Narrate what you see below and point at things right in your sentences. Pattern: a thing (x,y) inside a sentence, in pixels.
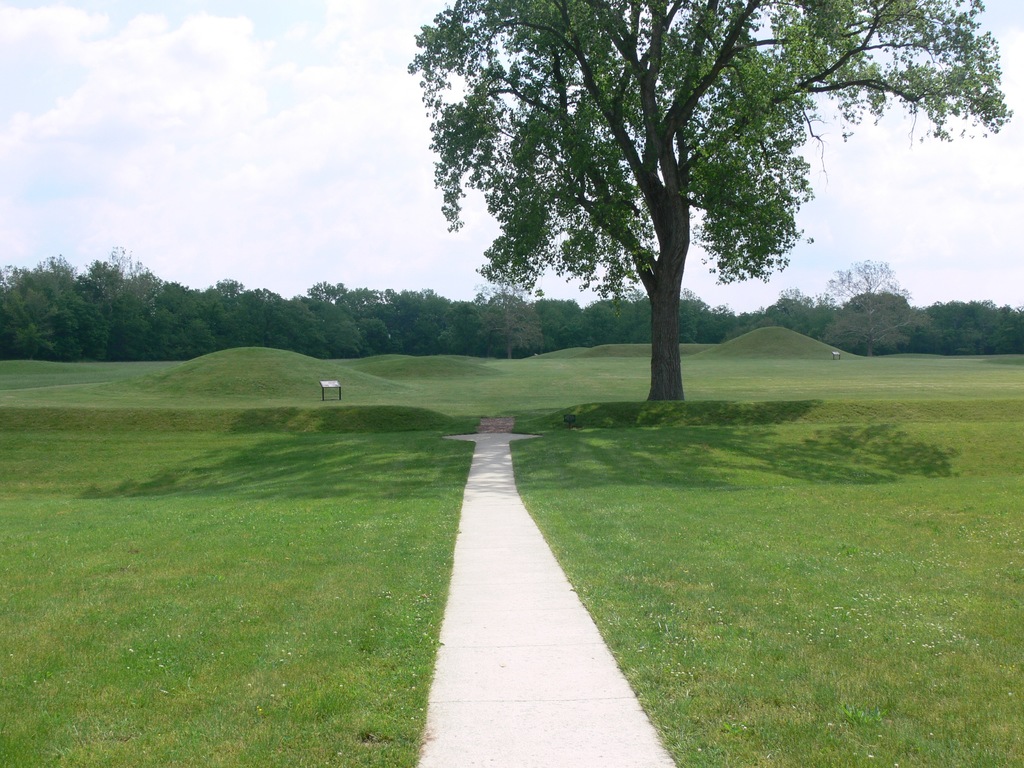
In the picture we can see a grass surface (402,635) in the middle of it, we can see a pathway (490,481) and beside it, we can see a tree (598,163) and far away from it, we can see full of trees (376,321) and behind it we can see a sky (1011,83) with clouds (340,221).
